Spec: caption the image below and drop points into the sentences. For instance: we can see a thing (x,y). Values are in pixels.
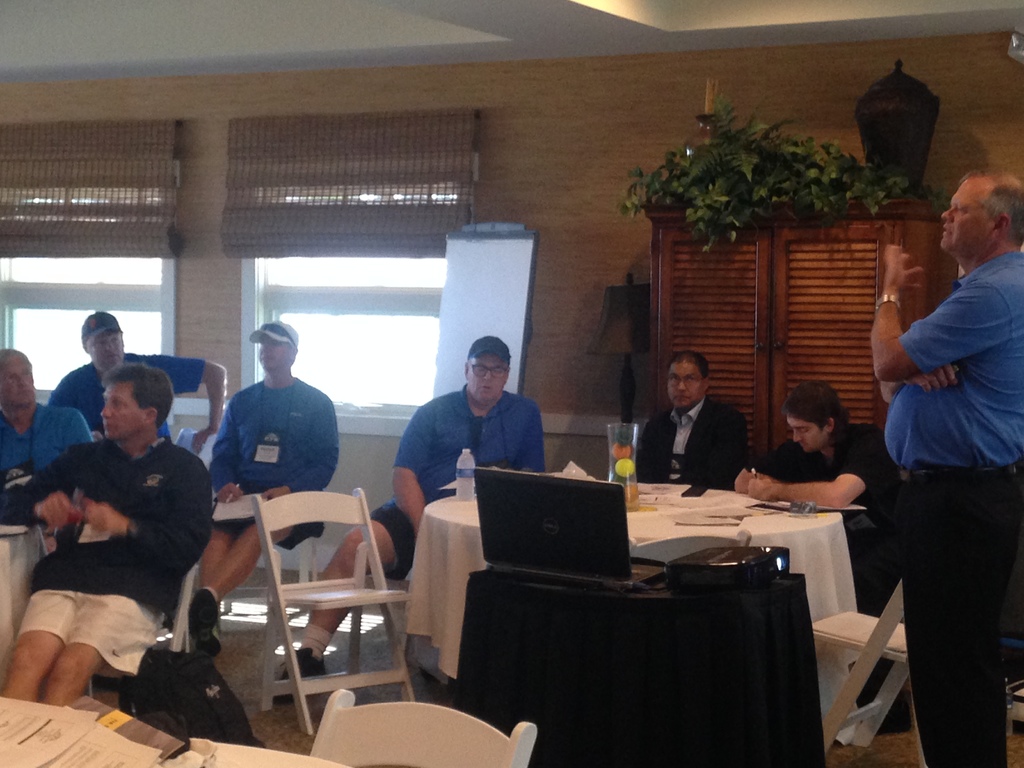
This picture describes about group of people (679,414) few are seated on the chair (271,602) and one person (906,500) is standing in front of them, and we can find a laptop (624,544), mobile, papers (711,494) and a flower vase (625,477) on the table (581,596), and also we can see couple of plants (693,193) on the racks (670,209).
